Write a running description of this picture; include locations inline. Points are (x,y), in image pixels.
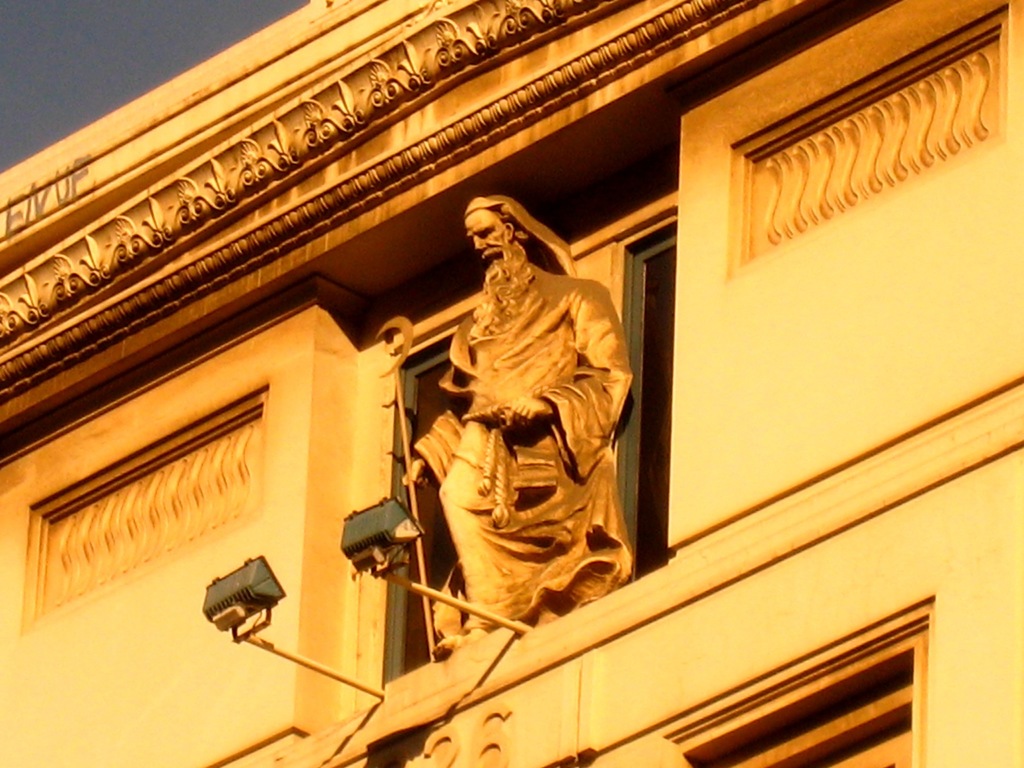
In this image in the center (501,498) there is a statue (525,487) on the window (394,616) of the building (834,428) and there are lights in front of the statue (439,627) and there is a building (635,405).
